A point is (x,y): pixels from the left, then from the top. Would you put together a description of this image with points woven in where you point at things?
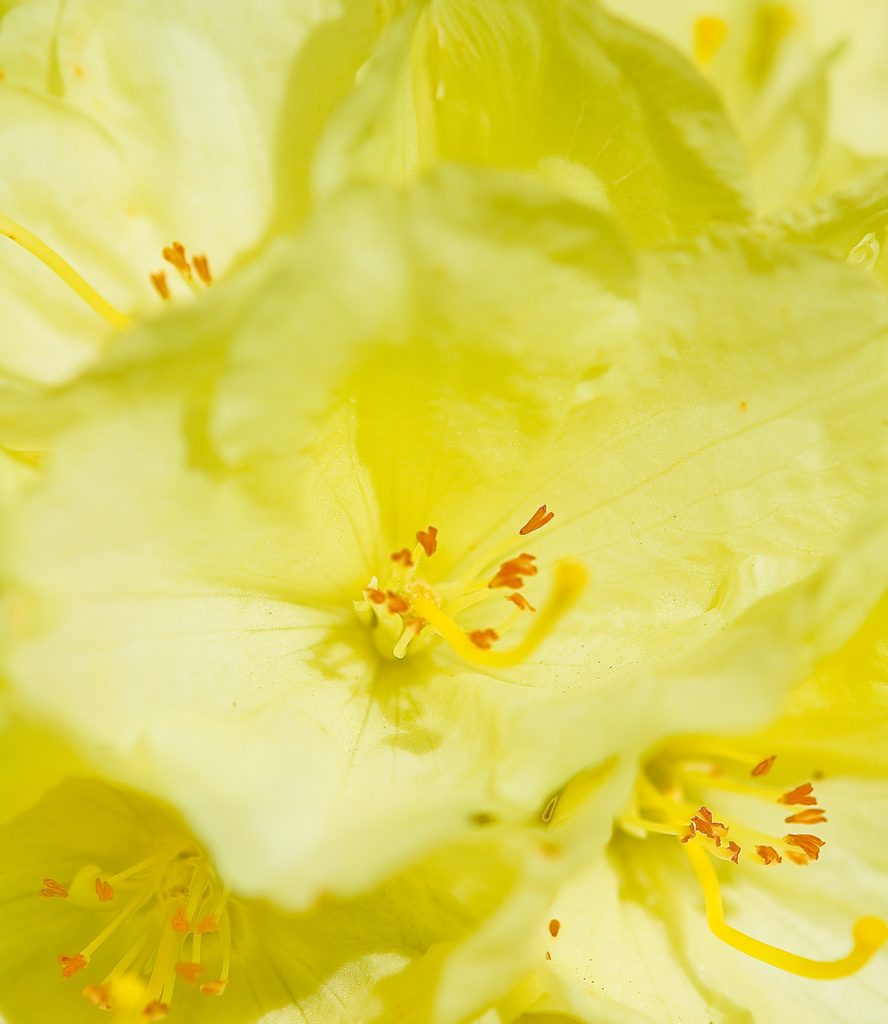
In this picture there are yellow flowers (854,360). In the center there are anthers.
